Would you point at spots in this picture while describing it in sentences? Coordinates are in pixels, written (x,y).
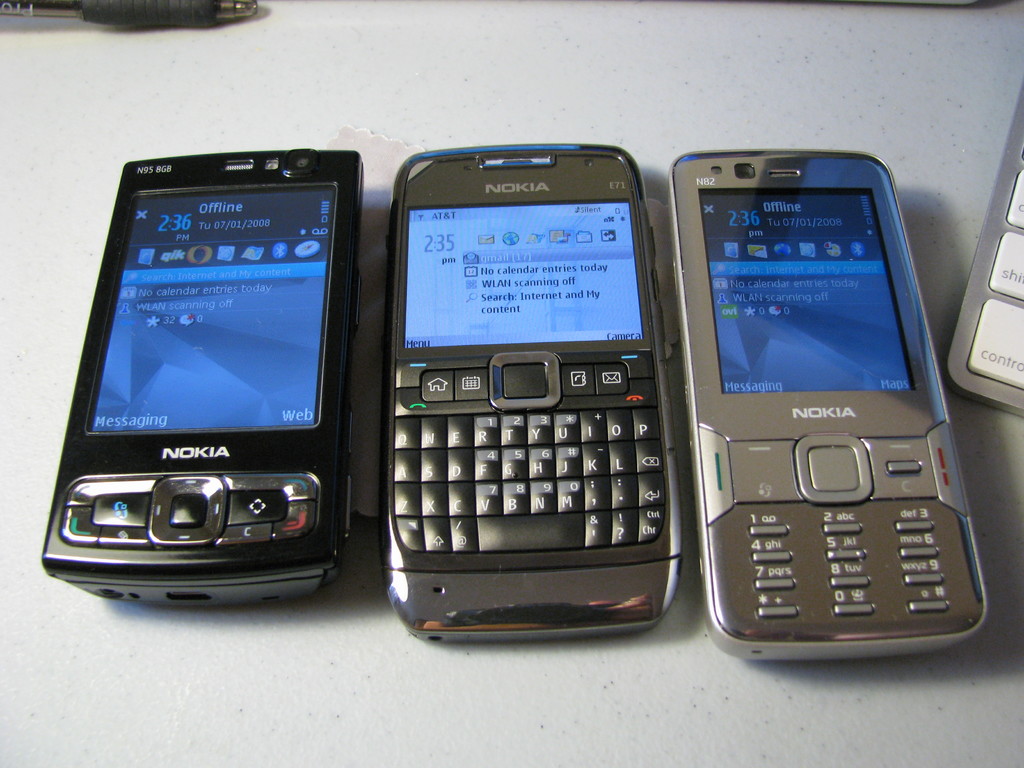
In this image we can see three mobile phones (664,457) and an object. There is a pen (146,25) at the top of the image (146,25). There is some object (394,164) below the mobile phones (180,378).
